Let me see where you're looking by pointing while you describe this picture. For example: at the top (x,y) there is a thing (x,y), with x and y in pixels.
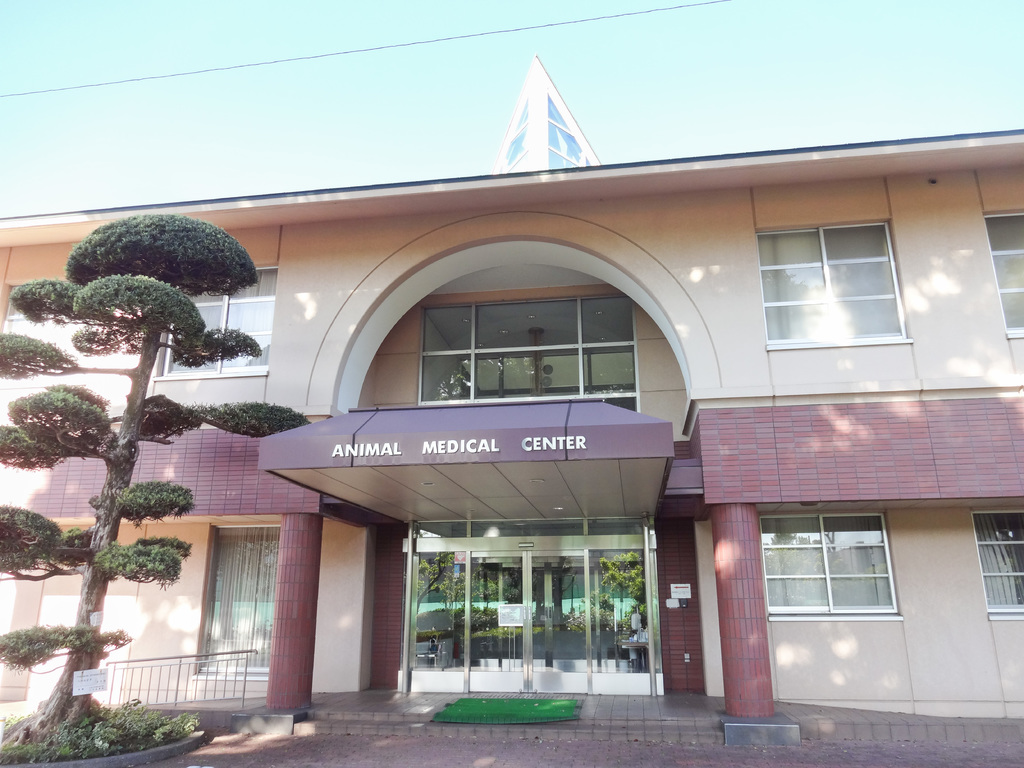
In this image I can see the building (638,566) and to the building (451,517) I can see the name animal medical center (376,447) is written on it. To the left (98,504) I can see the tree (74,396). In the back (299,172) there is a blue sky (377,104).
